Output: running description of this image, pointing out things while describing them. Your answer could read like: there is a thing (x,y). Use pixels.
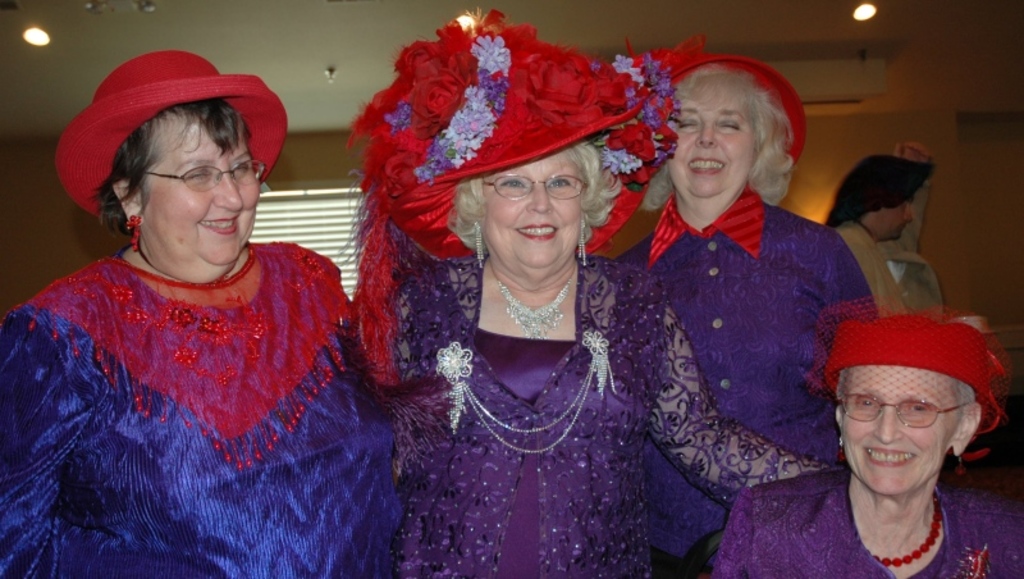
Here we can see four persons (655,308) and they are smiling. In the background (822,142) we can see a wall (951,236), lights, and a person (867,259).
